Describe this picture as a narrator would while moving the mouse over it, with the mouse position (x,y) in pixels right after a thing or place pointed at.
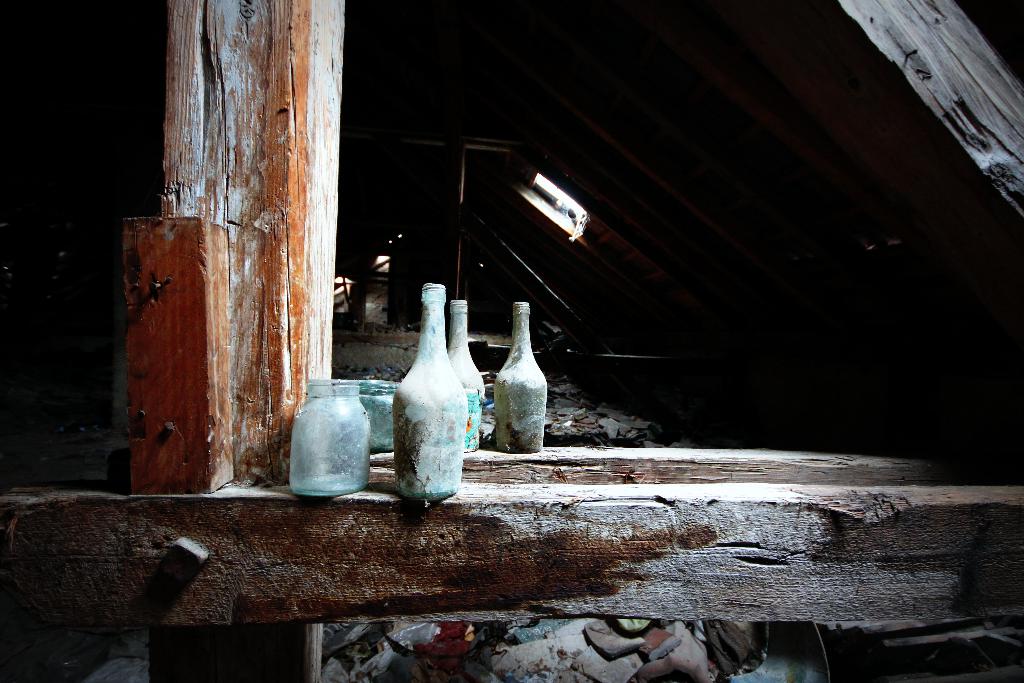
In this image we can see three bottles (501,384) and two jars (330,419) placed on wooden log (1010,538).
